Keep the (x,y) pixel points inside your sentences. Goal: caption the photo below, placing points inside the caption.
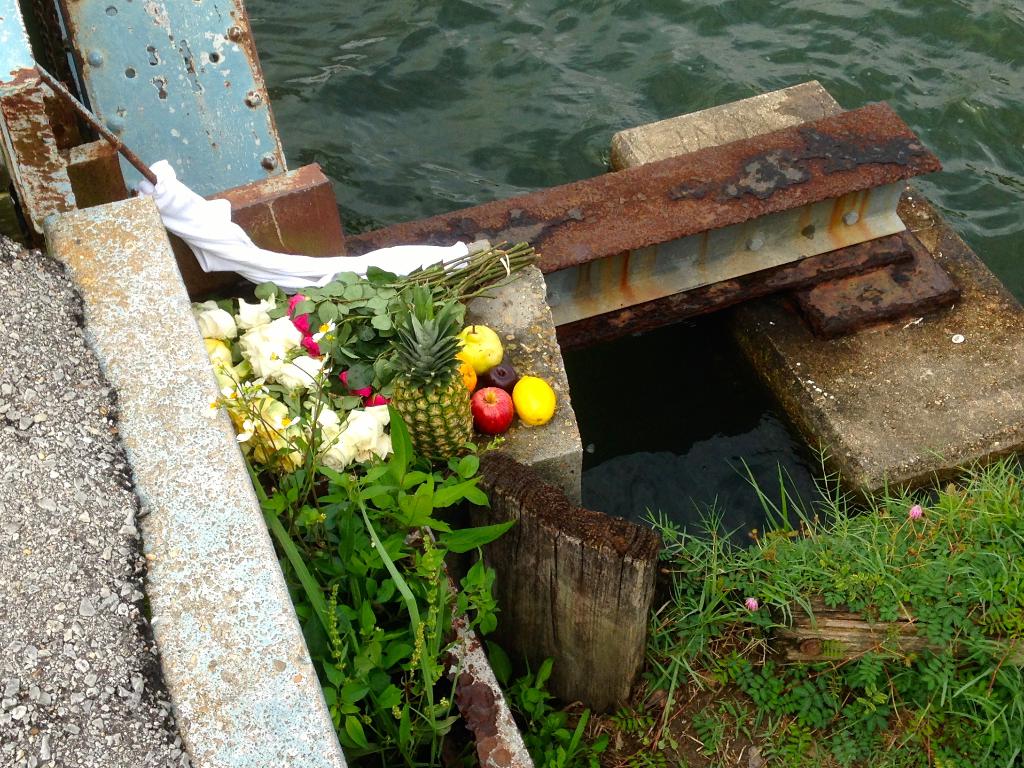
This is water (469,78). Here we can see fruits (461,372), flowers (231,370), grass (952,697), and plants (920,683).
